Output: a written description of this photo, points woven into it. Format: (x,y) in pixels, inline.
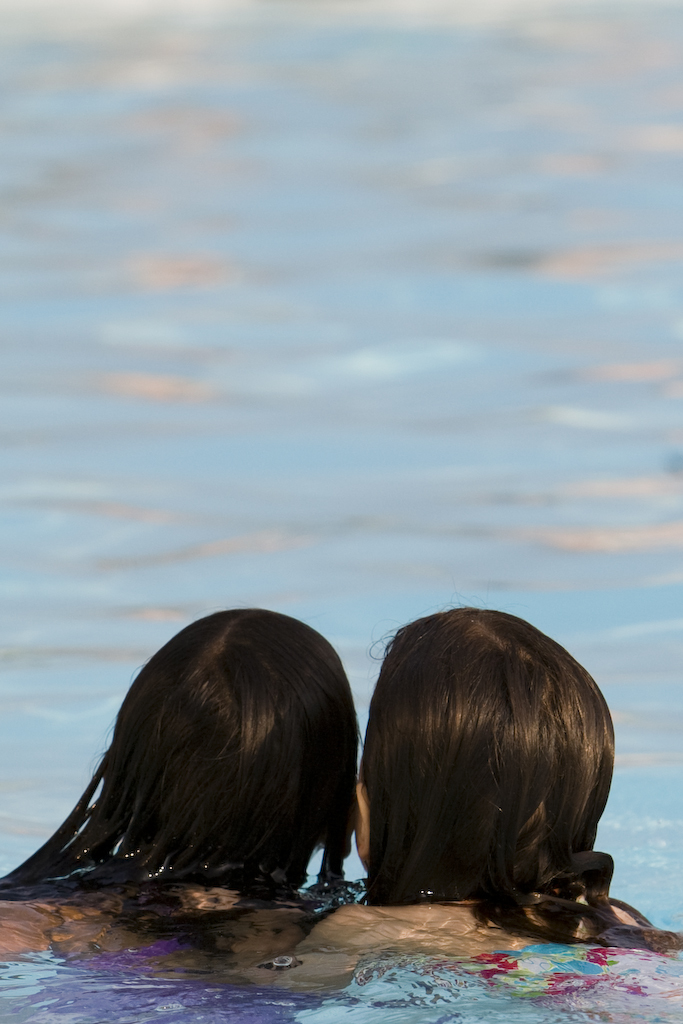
In this image we can see two women (280,687) in the water (284,525).
